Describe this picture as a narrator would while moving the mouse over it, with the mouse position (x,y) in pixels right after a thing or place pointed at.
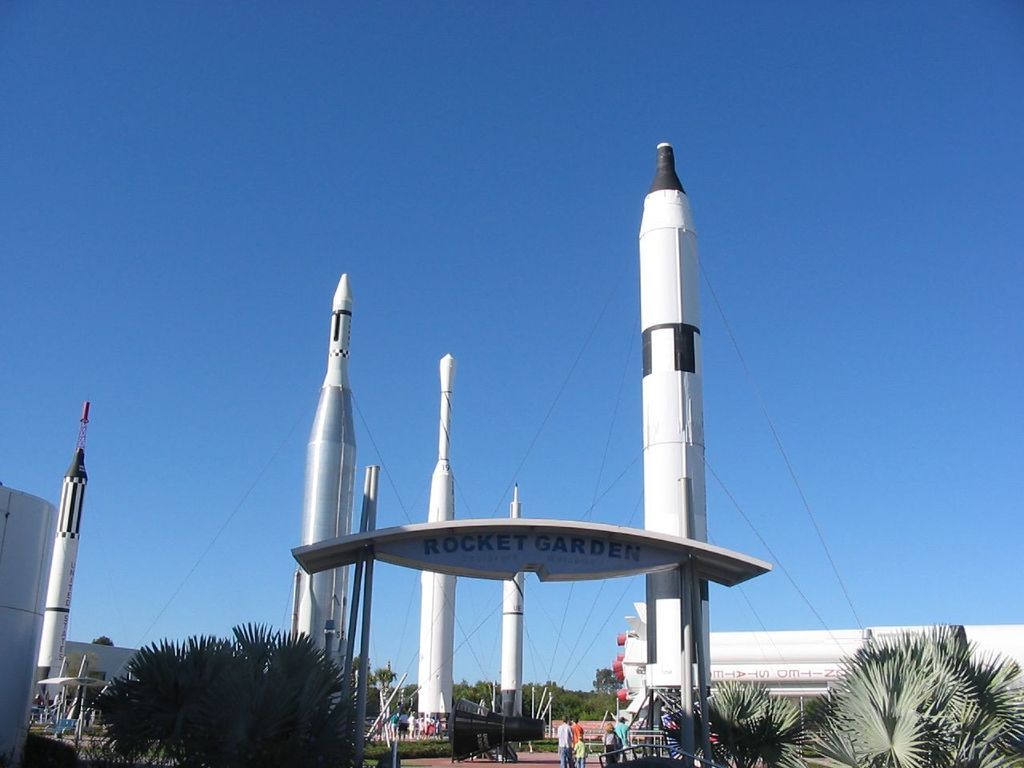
This picture is clicked outside. In the foreground (969,659) we can see the trees (894,696) and the group of people (563,724) seems to be walking on the ground (543,756). In the background (356,400) we can see the sky (354,277) and we can see the rockets (696,500) and some buildings (37,636) and there are some objects (513,745).
